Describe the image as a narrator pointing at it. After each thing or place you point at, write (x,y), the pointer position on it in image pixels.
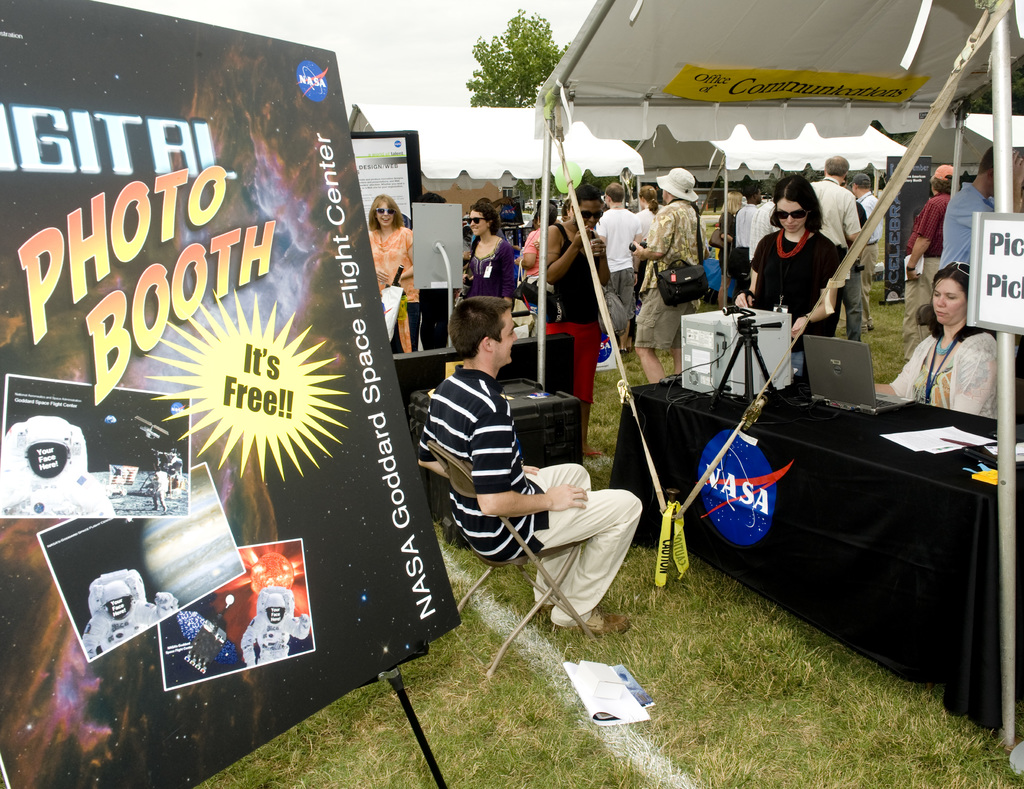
In this image I can see few banners (322,530), a black colored table (874,445) with laptop (848,351) and few other objects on it and I can see few persons (946,325) sitting on chairs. I can see few white colored tents (856,17), few persons (538,259) standing, few trees (499,58) and in the background (485,29) I can see the sky (444,39).
